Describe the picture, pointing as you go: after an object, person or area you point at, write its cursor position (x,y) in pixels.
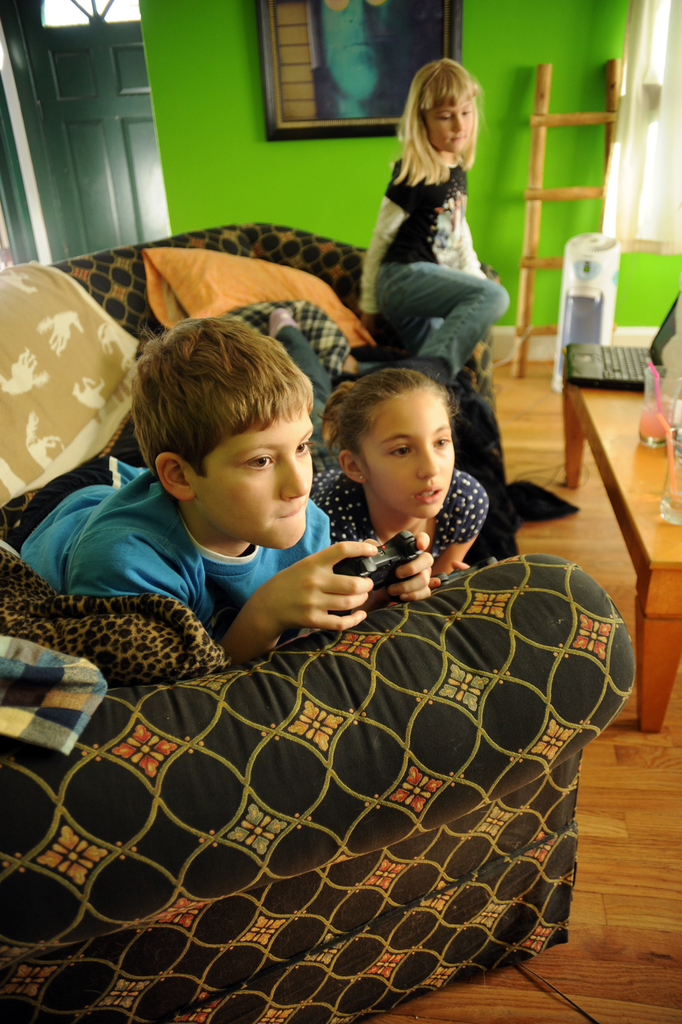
In this image two kids (230,468) are lying on the sofa (293,761) having cushions (43,413) and a cloth (73,424). The kid (227,479) at the left side of the image (168,549) is holding a joystick (396,565). Right side (486,316) there is a kid (449,256) on the sofa (282,756). Right side (650,670) there is a table (625,395) having a laptop (643,353) and glasses (664,374). Behind the table (623,410) there is a machine (590,277). Behind it there is a ladder (527,240) kept near the wall (580,140) having a door (43,155) and a window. Right top there is a window (639,107) covered with a curtain (638,84). Top of the image (375,105) there is a picture frames (295,107) attached to the wall (234,195).
